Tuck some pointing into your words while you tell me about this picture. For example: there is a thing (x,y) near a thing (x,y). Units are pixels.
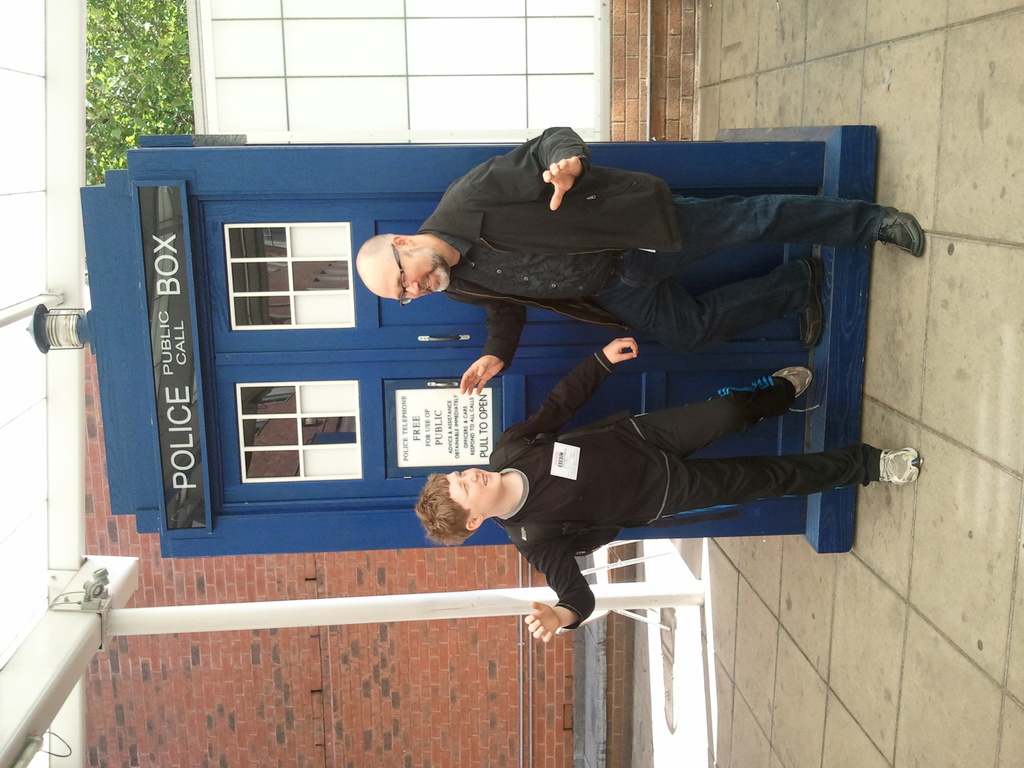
This is a tilted image, on the right side (967,612) there is a pavement (974,694), in the middle (362,459) there is a box (464,453), near the box (503,387) there are two men (566,440) standing, in the background (306,568) there is a wall (182,569) and there are plants (106,90).
